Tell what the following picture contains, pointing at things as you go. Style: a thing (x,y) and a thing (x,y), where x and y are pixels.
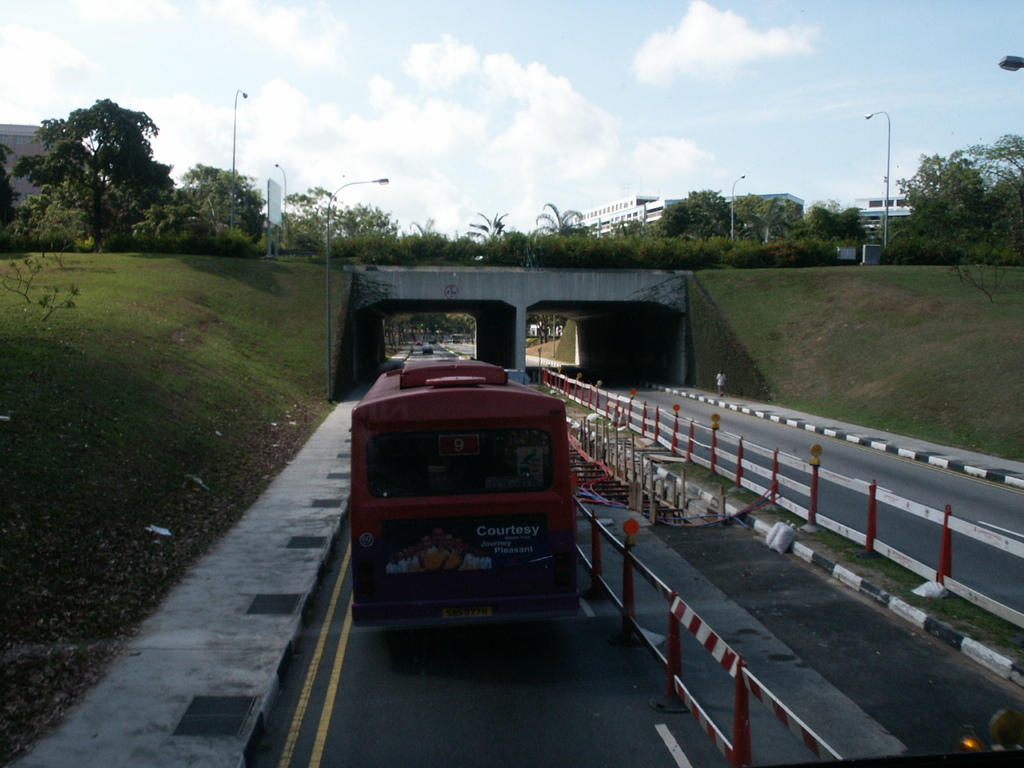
This image is taken outdoors. At the top of the image (371,83) there is a sky (604,140) with clouds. At the bottom of the image (493,703) there are two roads (768,642), sidewalks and railings (906,564) and a bus (460,425) is moving on the road (440,357). On the left (85,406) and right sides of the image there is a ground (180,376) with grass (735,322) on it and there are a few trees (961,230), plants (239,233) and poles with street lights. There is a bridge (496,303). In the background (876,211) there are a few buildings (627,206).
